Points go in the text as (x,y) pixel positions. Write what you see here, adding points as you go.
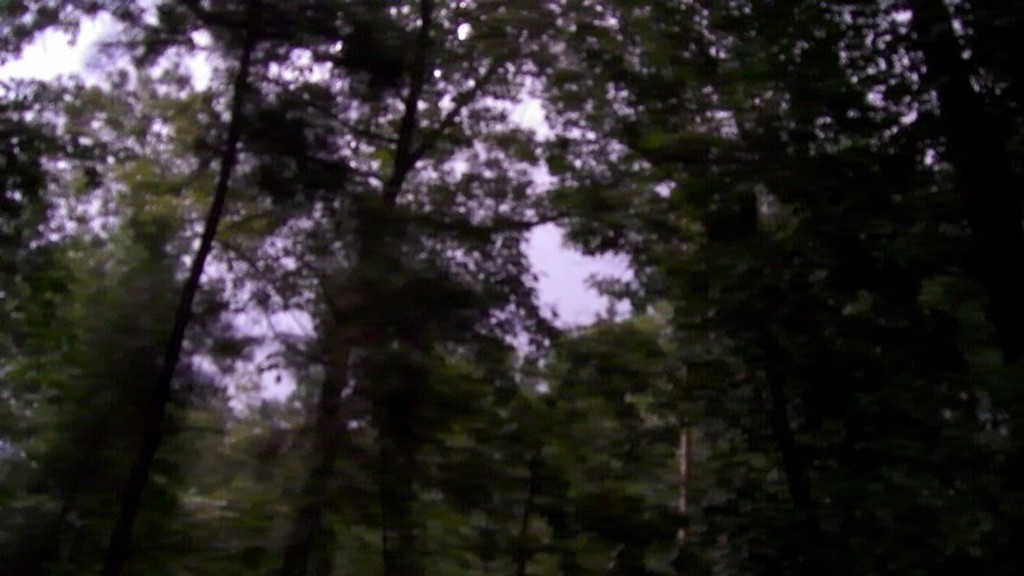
In this picture there are few trees (524,397).
